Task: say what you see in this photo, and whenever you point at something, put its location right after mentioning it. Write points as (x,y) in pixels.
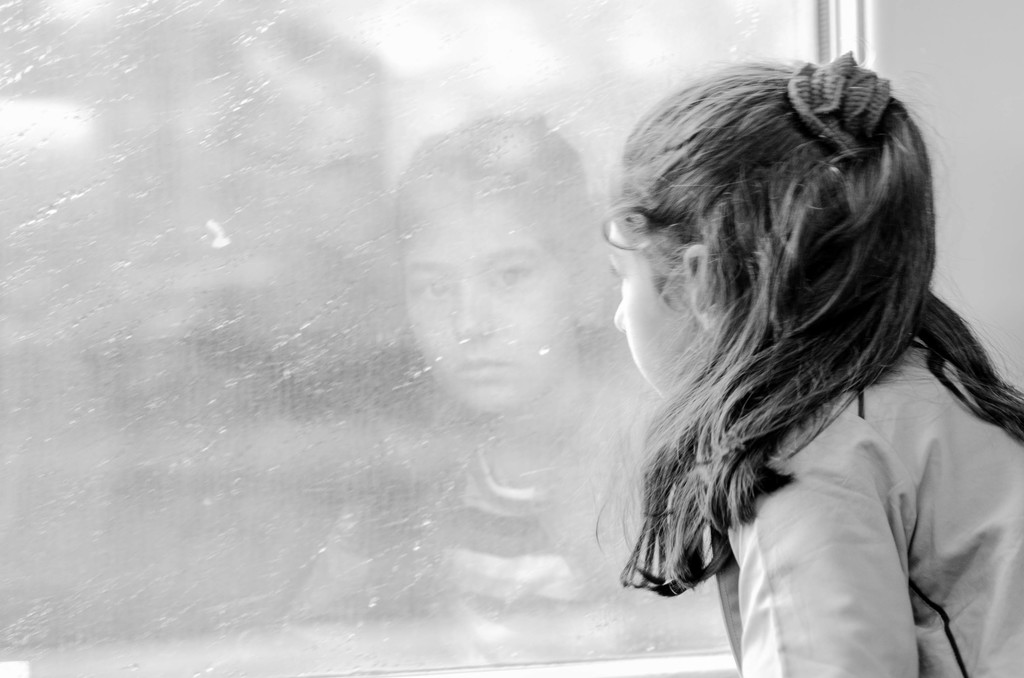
This picture shows a girl (745,385) seated and looking into the glass window (607,14) and we see the reflection (518,595) of her on the glass (334,158).
